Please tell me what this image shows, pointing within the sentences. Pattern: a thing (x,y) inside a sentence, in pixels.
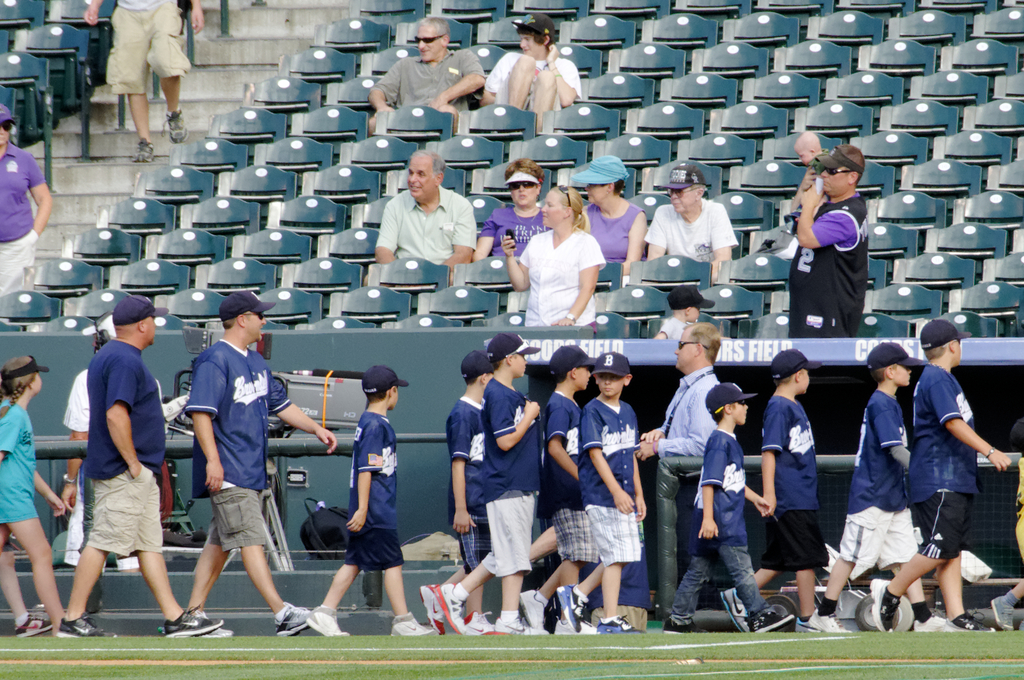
At the top of the image (515,225) we can see some persons (537,183) sitting on the chairs (449,151) and some are climbing stairs (219,75). At the bottom of the image (533,476) we can see persons (349,552) walking on the ground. In the background (318,456) we can see backpacks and iron rods (295,438).
